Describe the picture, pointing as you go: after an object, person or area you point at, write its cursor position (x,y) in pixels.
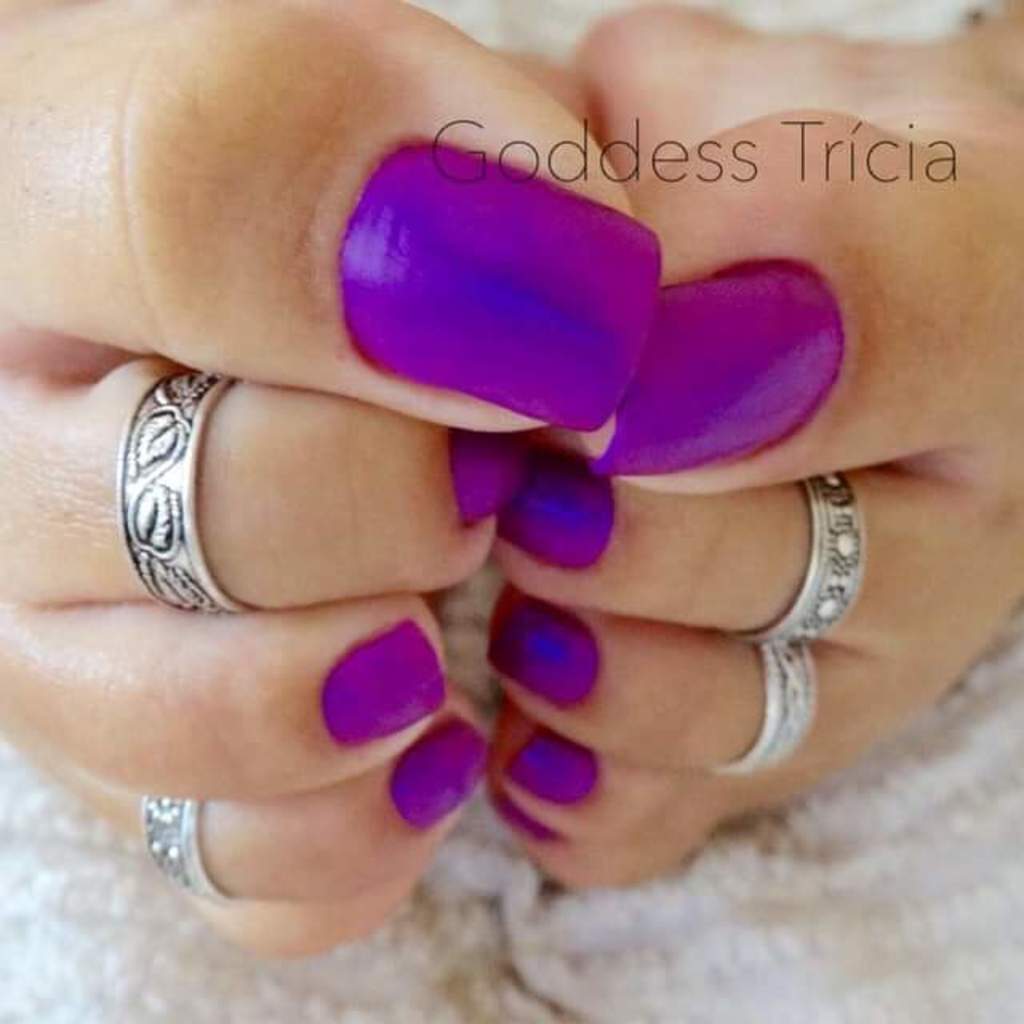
In this image, we can see human feet (582,671). Here we can see toe rings (811,494) and colorful nails (513,607). At the bottom (829,1014), we can see white cloth (721,955). Top of the image (615,181), we can see a watermark (803,174).
